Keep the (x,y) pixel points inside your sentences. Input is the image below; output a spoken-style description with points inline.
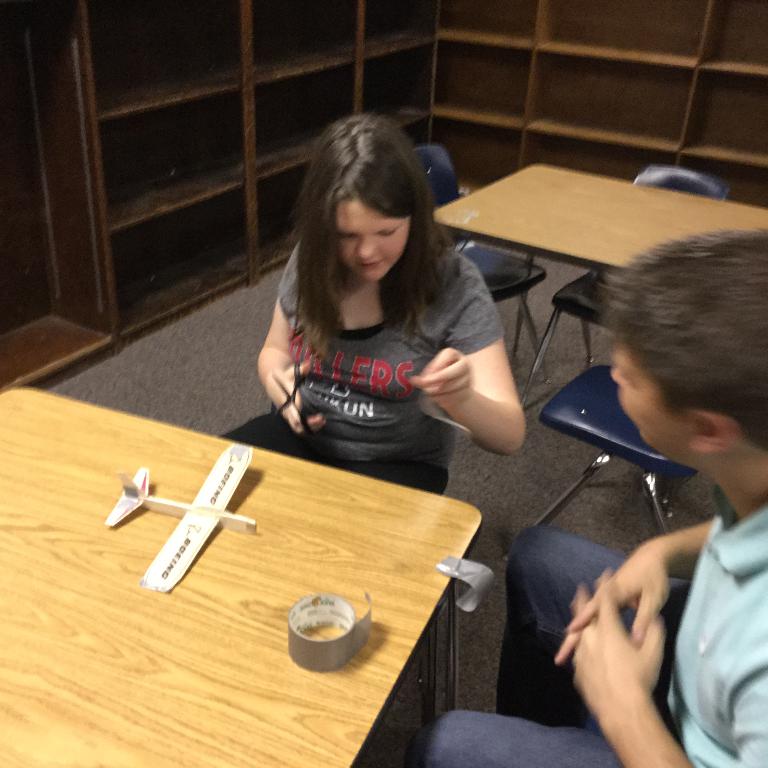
In the image we can see two persons (439,335) were sitting on the chair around the table (317,682). On the table (286,704) we can see tape (337,652) and plane (196,547). In center (340,465) we can see woman (385,372) holding scissor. On the right side (747,630) the man (742,639) is sitting on the chair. And back of them we can see table (554,207), four chairs (440,187) and wood shelves (600,29).
